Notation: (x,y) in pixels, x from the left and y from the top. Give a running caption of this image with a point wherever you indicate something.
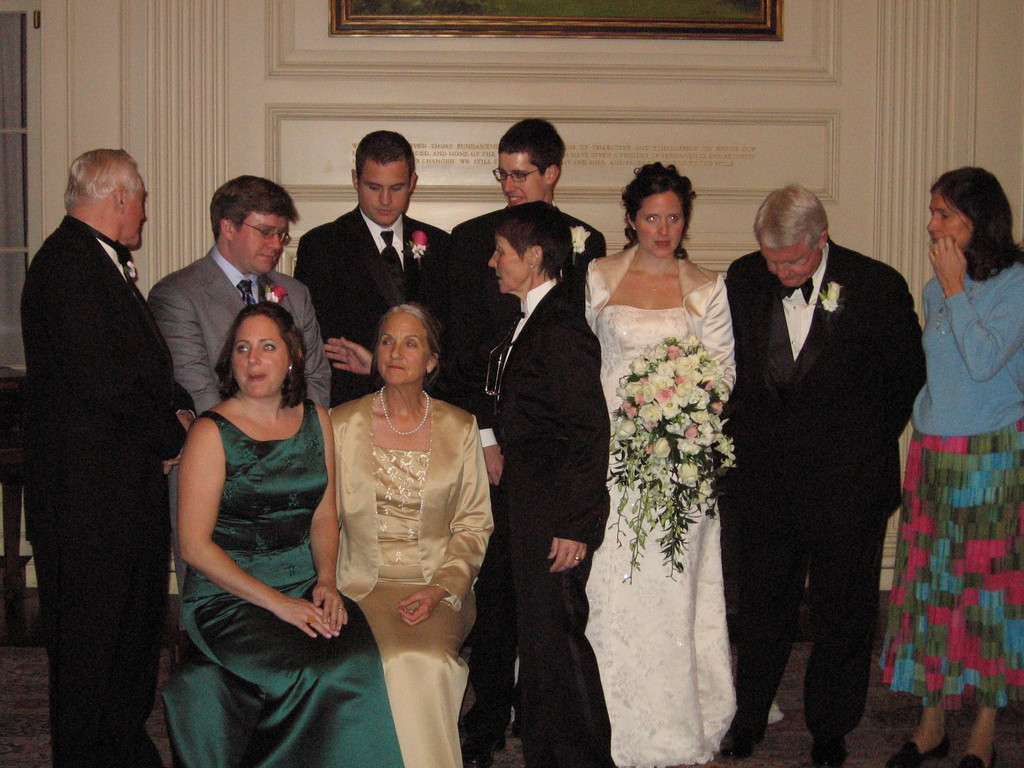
In the center of the image (527,328) we can see many person (387,367) sitting and standing on the floor (780,702). In the background (112,85) we can see door (1,102), photo frame (506,30) and wall (741,90).
